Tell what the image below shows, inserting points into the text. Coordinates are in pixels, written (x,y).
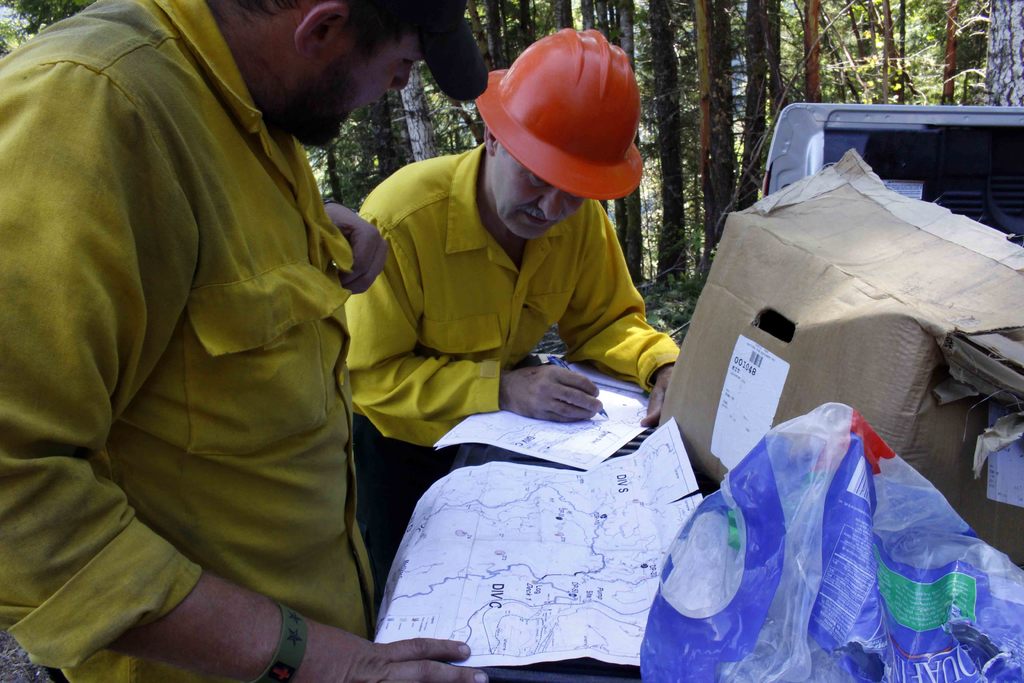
In this image we can see two people (307,358), a person (549,383) is holding a pen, there is a paper (600,492) and few objects (829,368), a vehicle (896,158) and trees (625,4) in the background (604,206).
